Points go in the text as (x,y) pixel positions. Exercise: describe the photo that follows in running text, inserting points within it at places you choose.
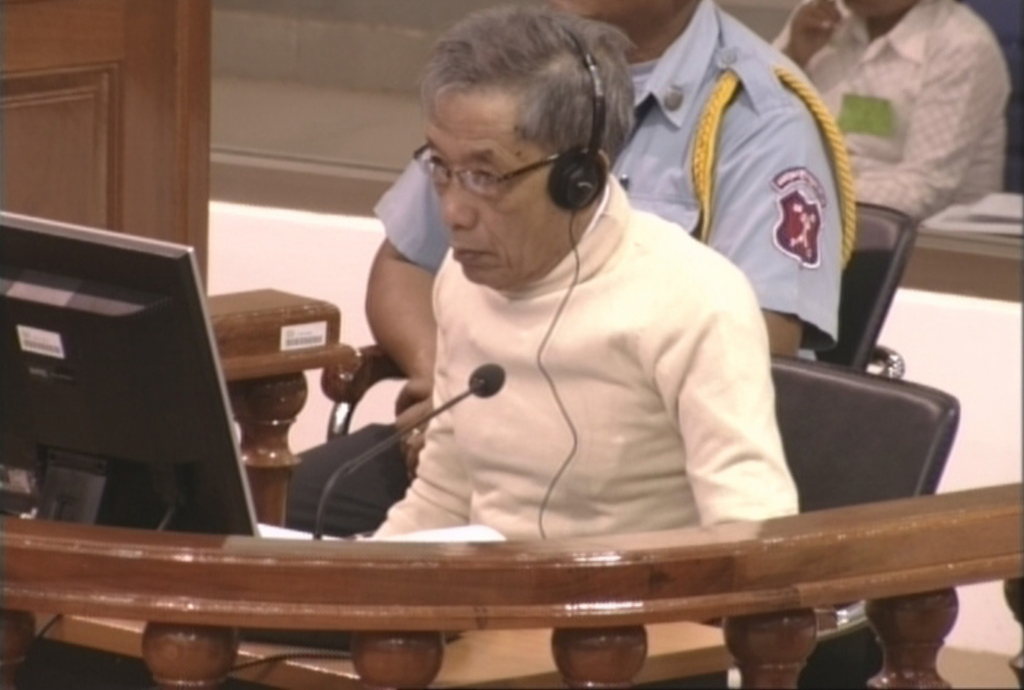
In this image I can see a person (593,439) wearing cream colored dress (614,392) is sitting on the black colored chair (857,440). I can see a microphone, a monitor (46,426), a desk (652,636) and the railing (419,579) in front of him. In the background (764,66) I can see few other persons (789,99) sitting and the brown colored object (114,93).
